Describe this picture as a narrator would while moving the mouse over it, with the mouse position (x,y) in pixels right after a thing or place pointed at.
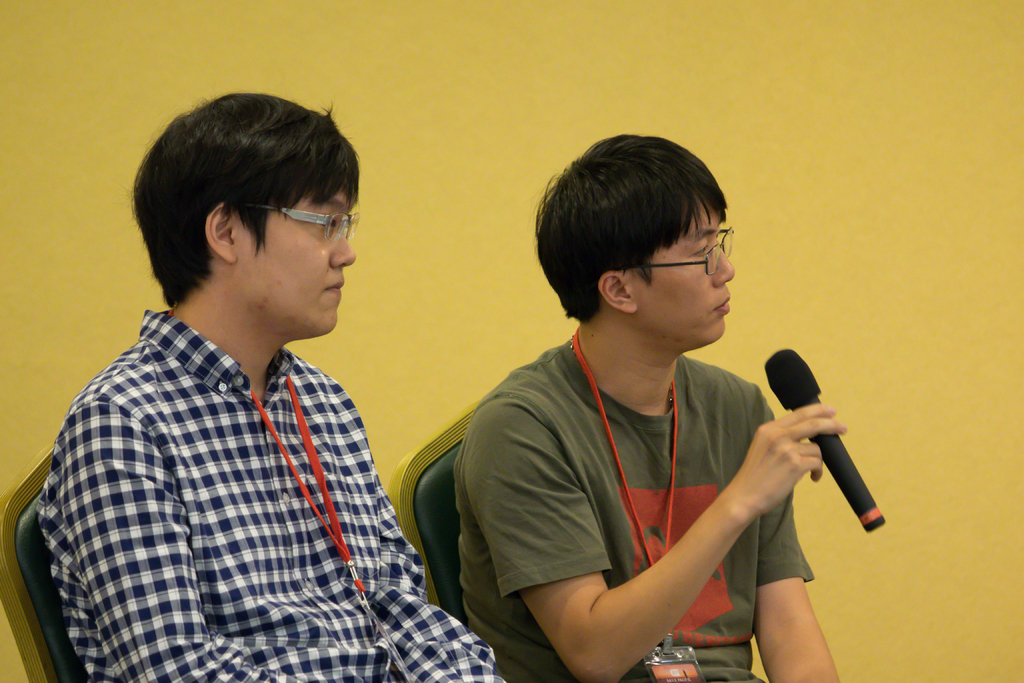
In a picture there are two people (574,313) sitting on the chairs (451,510) on the left corner of the picture (208,555) one person (203,530) is wearing navy blue and white checks shirt (250,541) with an id card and another person (499,553) is wearing t-shirt (577,474) with an id card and holding a microphone (793,406), behind them there is big yellow wall (433,168).
